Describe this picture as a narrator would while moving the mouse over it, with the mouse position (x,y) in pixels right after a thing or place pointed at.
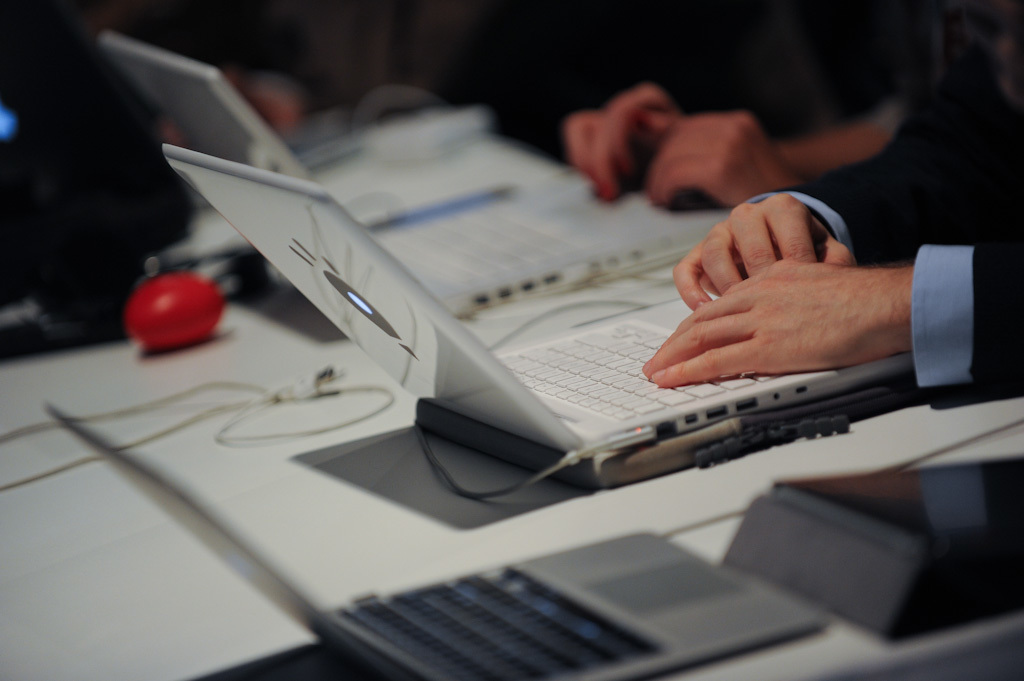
These are the laptops (470,315), on the right side (860,256) human (847,255) is working in it.
